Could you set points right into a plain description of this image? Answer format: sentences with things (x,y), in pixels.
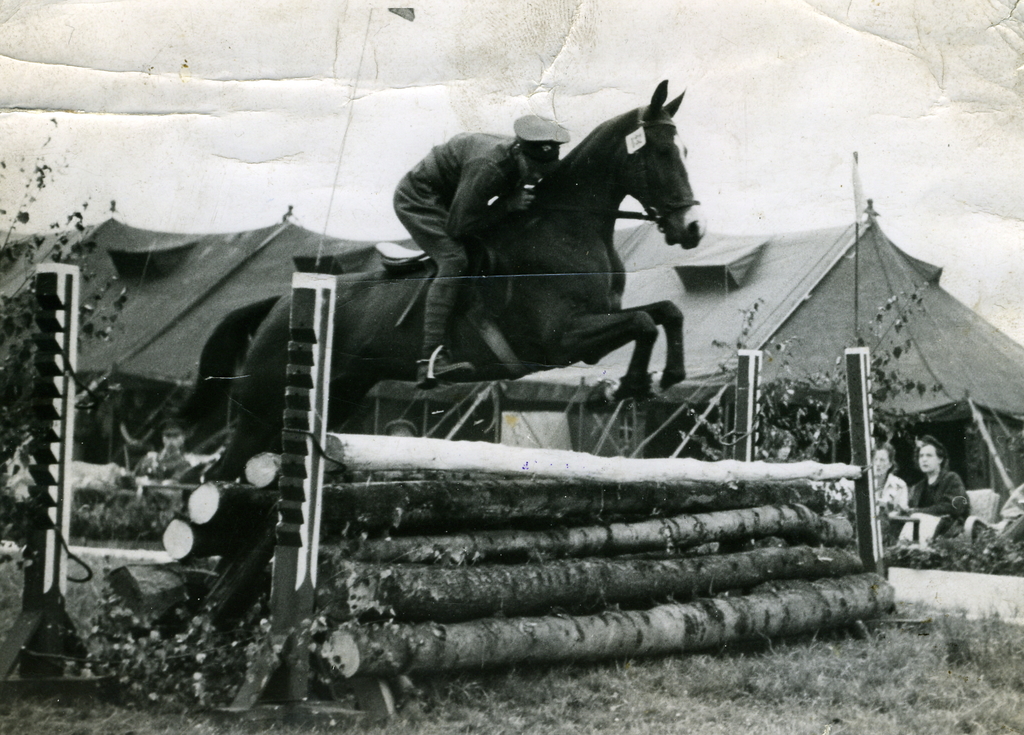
In this picture we can see a person (490,203) riding a horse (602,203), at the bottom (743,651) there is grass (757,654), in the background (789,287) there is a tent (885,328), we can see two persons (951,513) sitting here, on the left side (19,362) there is a plant (10,373), we can see wood (484,585) here.
